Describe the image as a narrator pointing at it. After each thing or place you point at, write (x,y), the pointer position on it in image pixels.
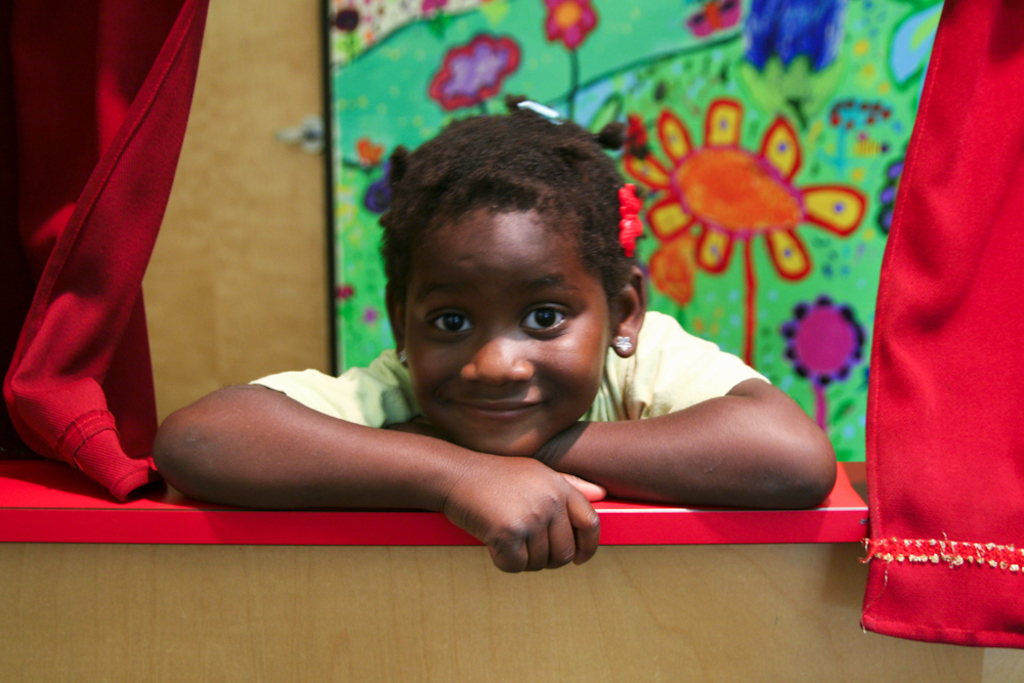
In this image I can see person (563,341). Back Side I can see colorful frame (615,93) attached to the wall (257,207). Both-side I can see red color curtain (155,199).
